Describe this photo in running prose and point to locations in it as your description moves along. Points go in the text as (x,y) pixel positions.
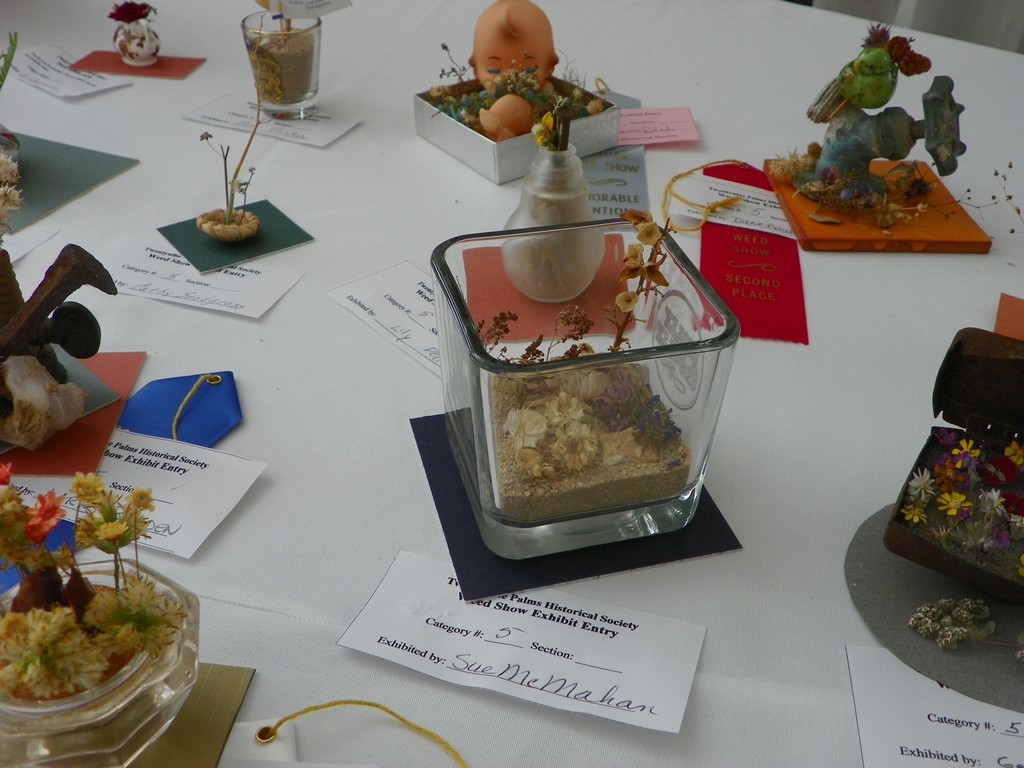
On a white surface (214,6) we can see plants (8,617), toy (474,73), containers (296,25) and other objects (781,242). Here we can see paper notes (414,650).
